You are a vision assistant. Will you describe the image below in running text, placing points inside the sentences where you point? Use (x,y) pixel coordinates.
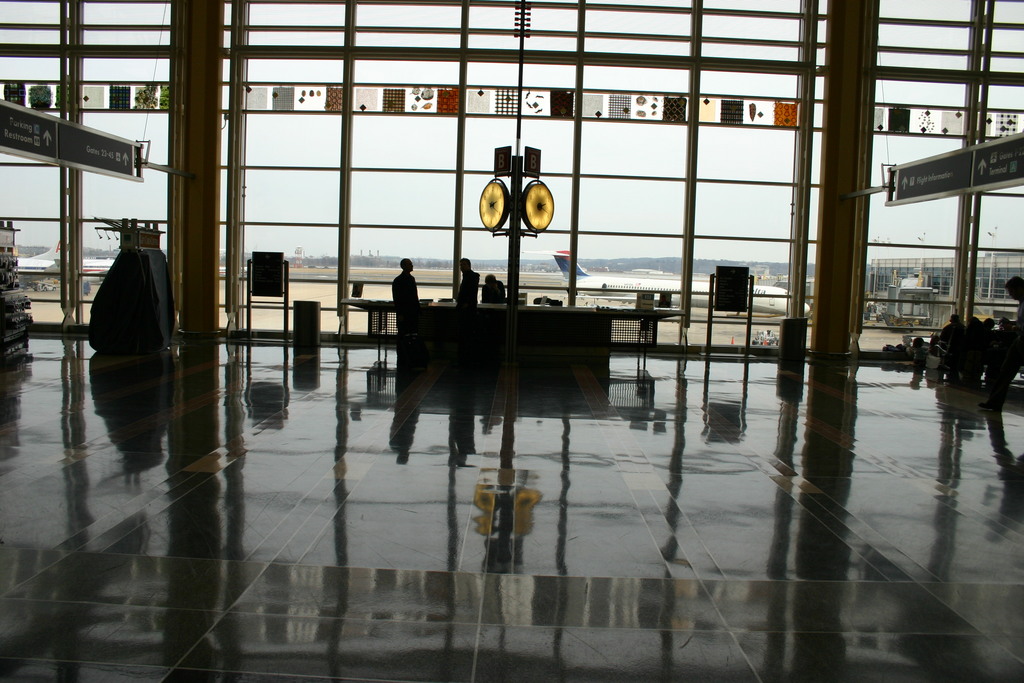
In this image we can see an inner view of a building (608,504). In the center of the image (400,354) we can see two people (419,333) standing near a table (488,317). On the backside (678,301) we can see some airplanes (622,292), a building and the sky (445,213) which looks cloudy.
